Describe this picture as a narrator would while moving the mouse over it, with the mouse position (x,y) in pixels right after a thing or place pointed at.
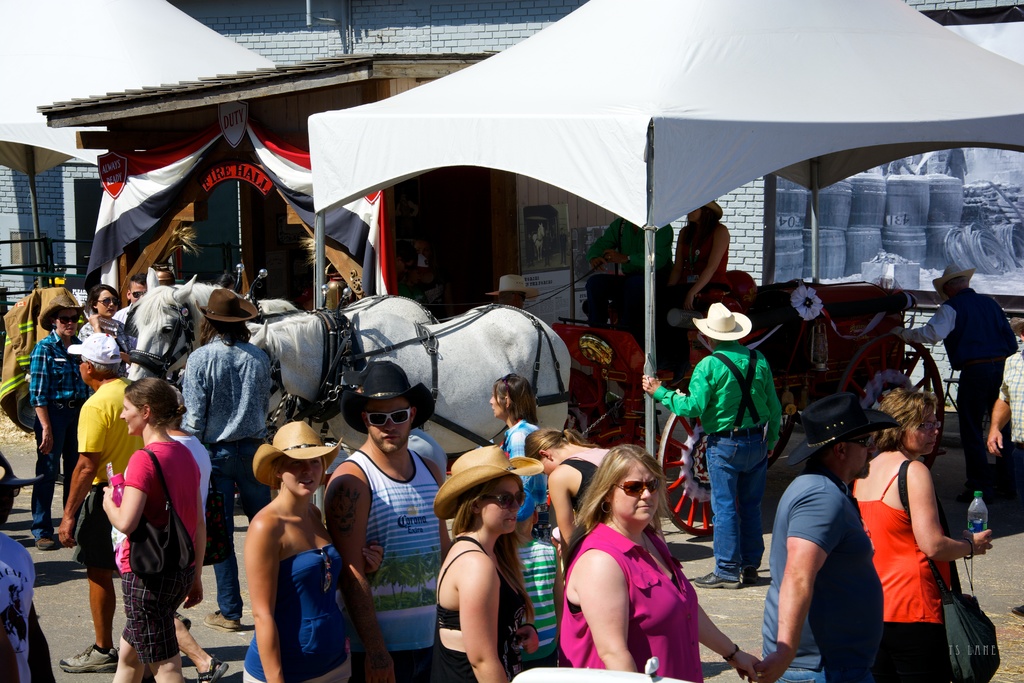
in this image there is a tent (568,151) in the middle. Under the tent (588,86) there are two persons (618,249) sitting in the horse cart (592,324). In the background (245,91) there is a building (263,96). At the bottom (281,470) there are few people (496,509) standing on the floor (702,653) by wearing the hats (276,436). On the right side (887,229) top there is a banner (884,201). On the left side (134,183) there is a flag (123,199) attached to the wall (216,149).
